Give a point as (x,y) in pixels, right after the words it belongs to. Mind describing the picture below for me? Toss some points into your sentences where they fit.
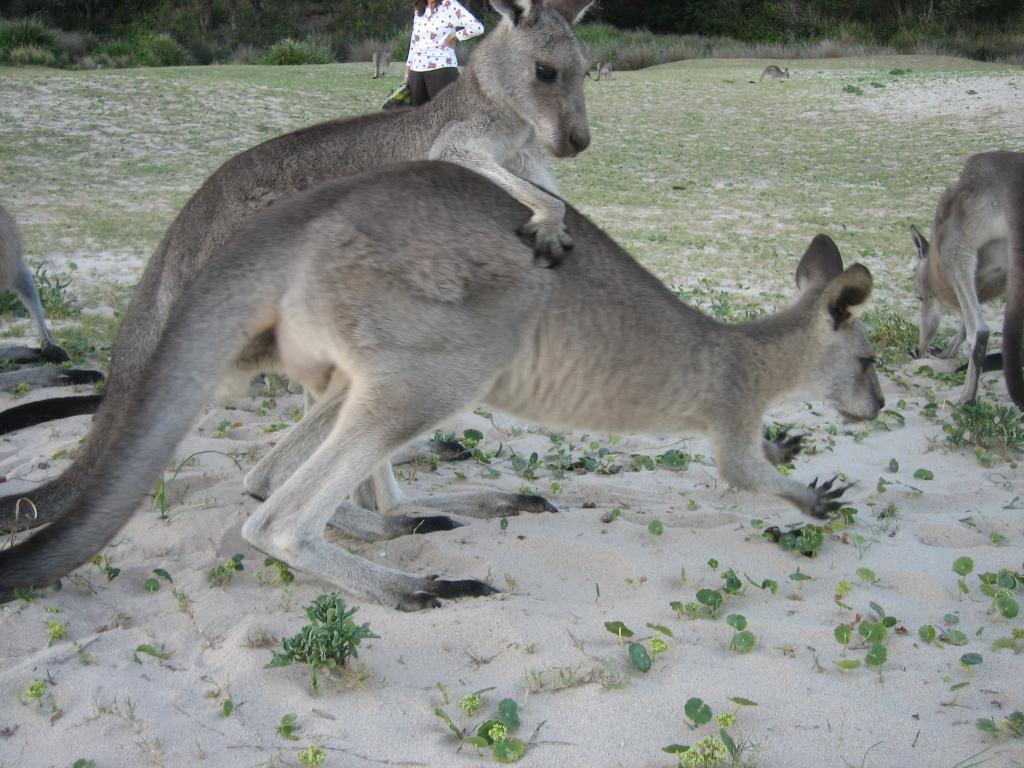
In the image we can see there are many kangaroos (336,198), black and gray in color. Here we can even see a person (427,57) standing, wearing clothes (425,33). There is a grass (671,154), plants (166,9) and sand (804,698).
